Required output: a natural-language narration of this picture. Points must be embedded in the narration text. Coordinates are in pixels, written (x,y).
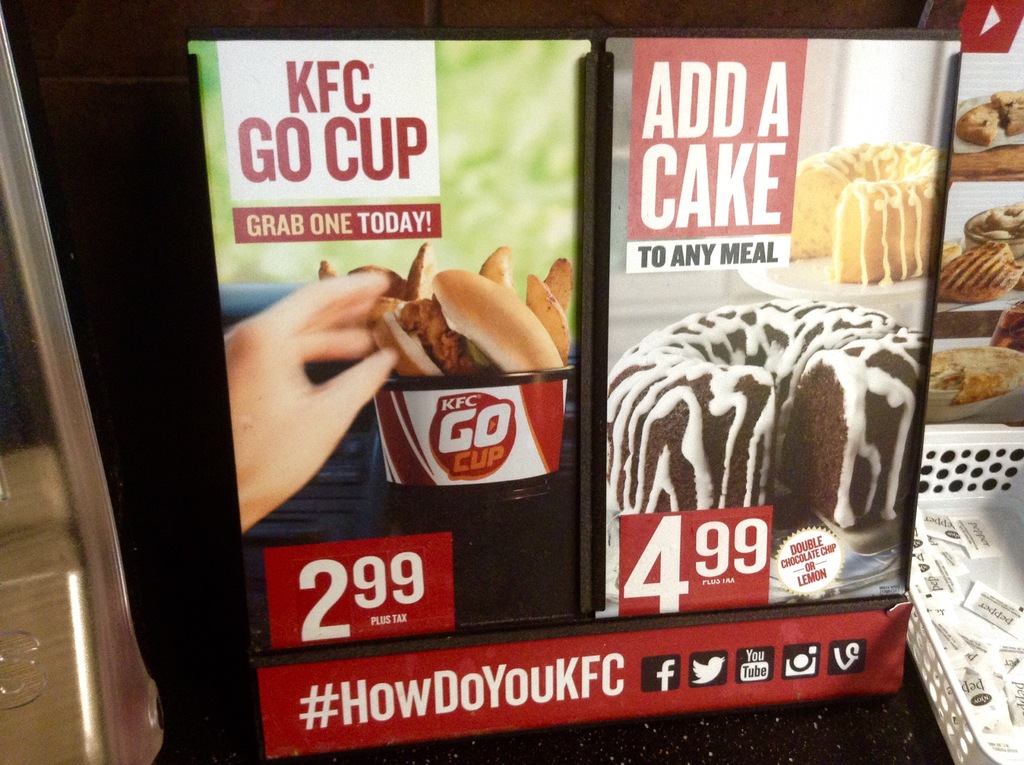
In this image there are boards (910,485), basket (937,460), packets (1023,669) and object (43,464). We can see images (820,315), logos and something is written on the boards (519,629).
